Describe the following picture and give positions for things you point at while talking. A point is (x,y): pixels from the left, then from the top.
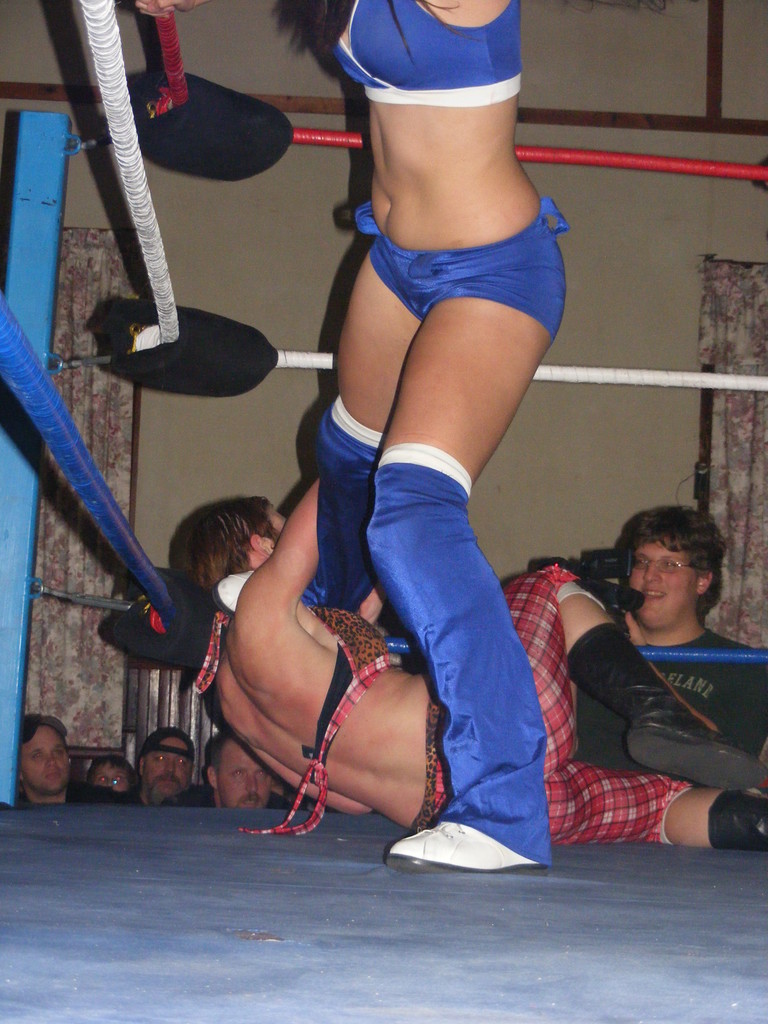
In this image we can see two people (277,539) fighting in a ring (21,304). Behind the persons (524,757) we can see a group of persons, wall (230,466) and curtains (121,461). On the right side (618,613) a person (657,516) is holding a video cam (638,590).
